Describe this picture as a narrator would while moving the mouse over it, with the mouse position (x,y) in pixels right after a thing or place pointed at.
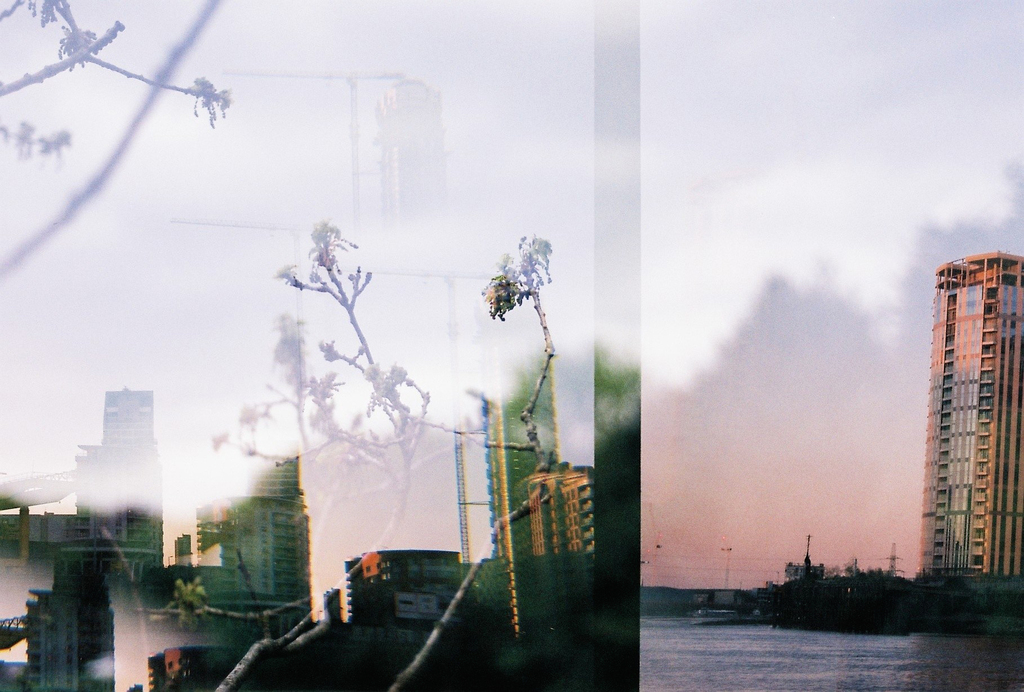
In this image I see the buildings (962,350) and the trees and I see the sky (558,163) and I see few poles (809,551) over here.
